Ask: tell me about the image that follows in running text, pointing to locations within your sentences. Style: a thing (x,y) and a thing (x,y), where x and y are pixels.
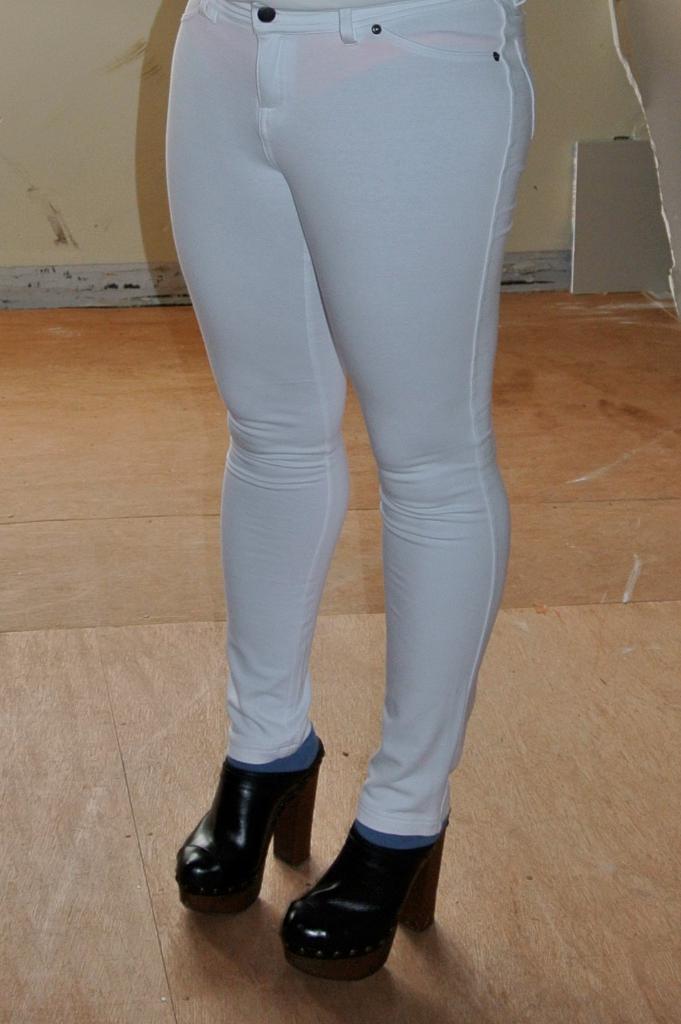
In the center of the image (336,529) we can see a person legs (310,428) and wearing heels (329,899). At the top of the image (93,72) wall (148,272) is there. In the background of the image (46,596) floor (48,564) is there.
